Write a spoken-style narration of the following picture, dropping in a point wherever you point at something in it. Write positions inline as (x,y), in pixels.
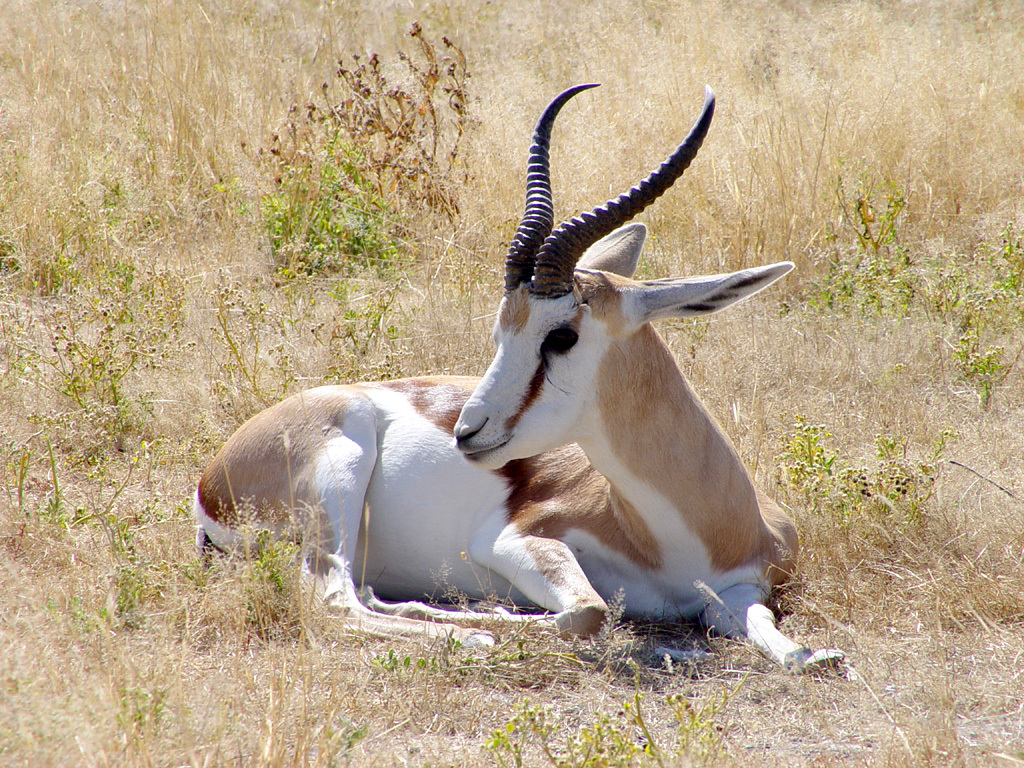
In this image, we can see a springbok (647,496) is sitting on the ground (753,740). Here we can see few plants (798,478) and grass (755,653).
